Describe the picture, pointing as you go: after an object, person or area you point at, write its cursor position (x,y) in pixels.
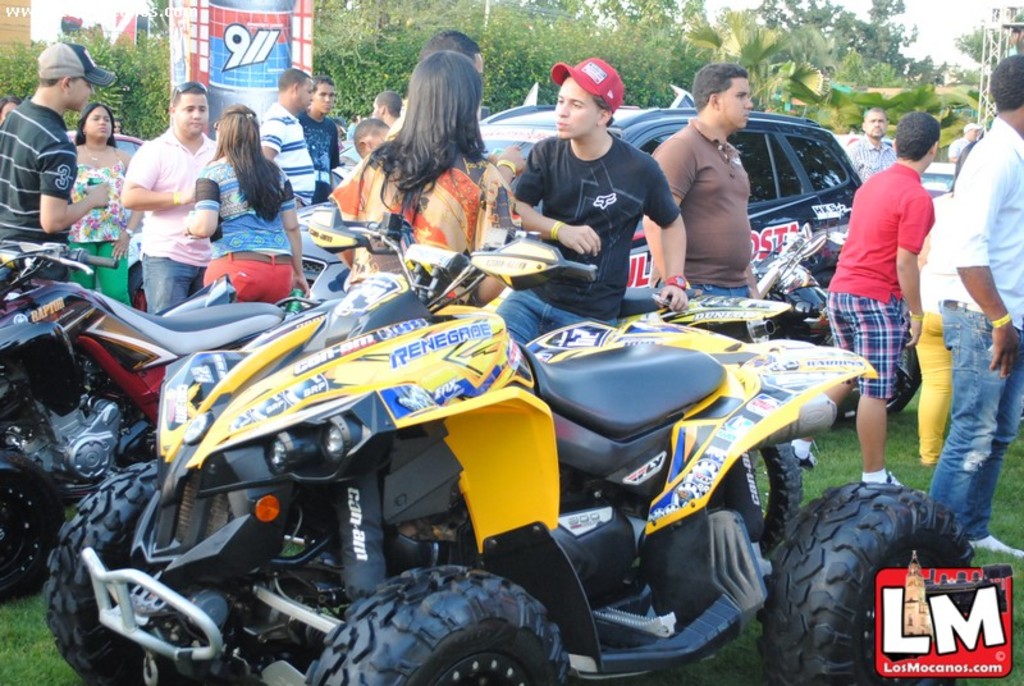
In this picture in the front (419,277) there are vehicles (535,386). In the center (584,232) there are persons (483,197) and there is a car (762,168) with some text (825,207) written on it. In the background (163,38) there are trees (153,50) and there are buildings (25,30) and there is a banner (234,55) with some number (249,62) written on it and there is grass (27,646) on the ground (14,654).
